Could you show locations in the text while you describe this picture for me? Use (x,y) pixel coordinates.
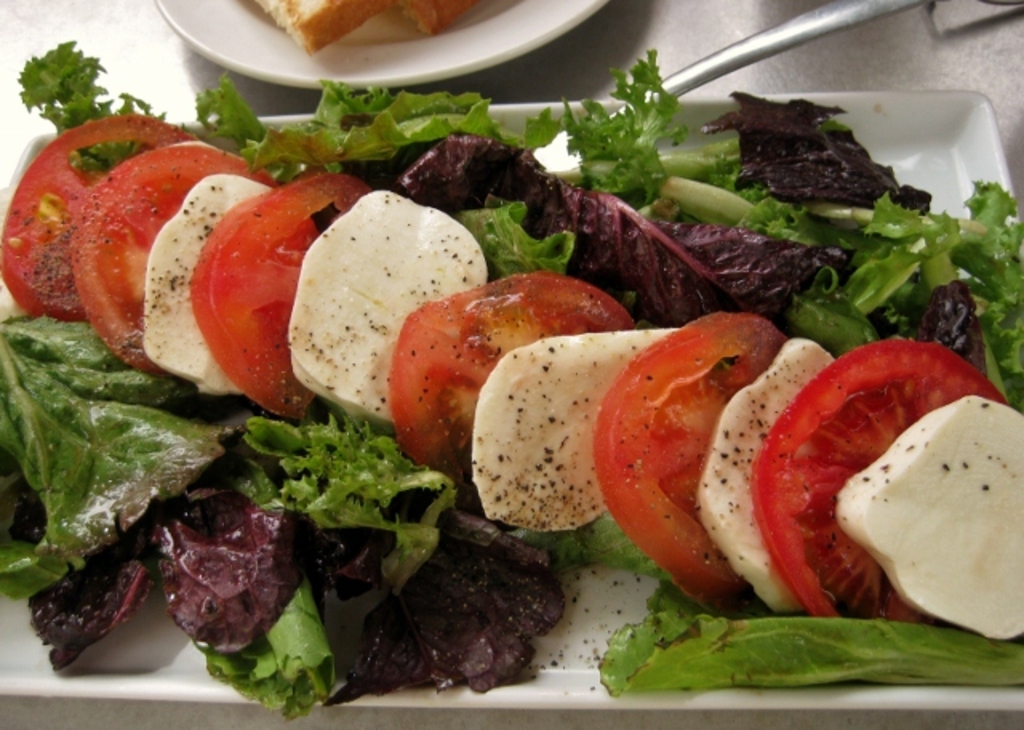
In this image, we can see a salad (719,535) in the plate (919,170). There is an another plate (506,21) at the top of the image (403,62).
